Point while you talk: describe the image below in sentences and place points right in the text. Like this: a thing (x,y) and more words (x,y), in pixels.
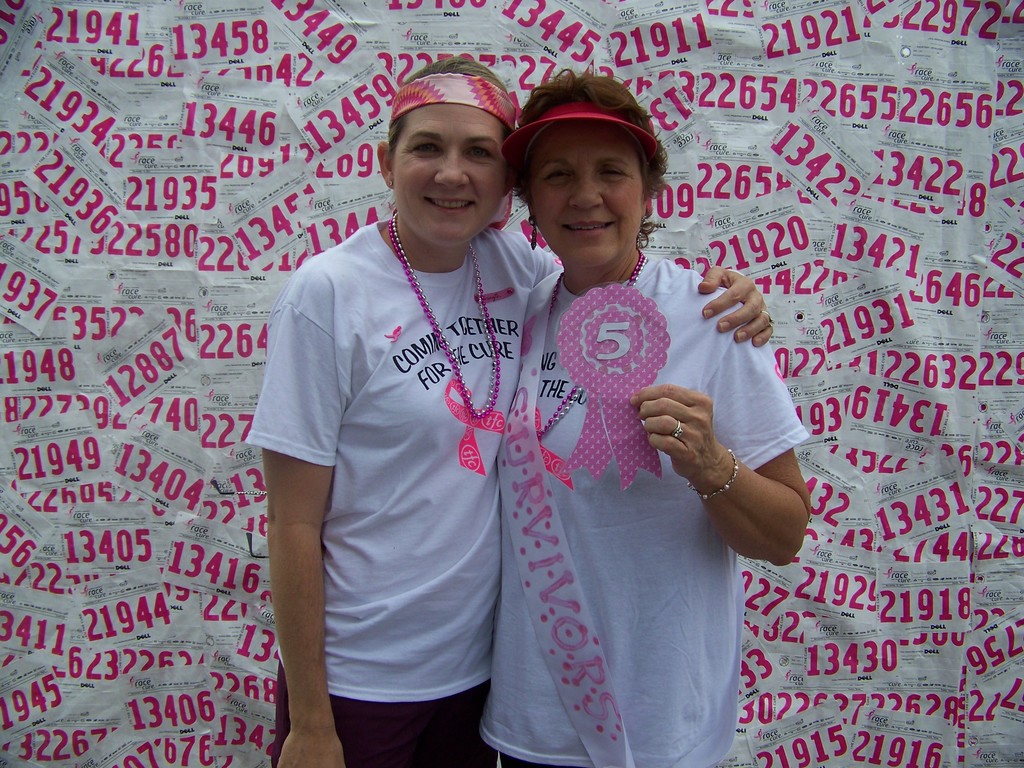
In this picture we can see two women (543,550) standing here, they wore white color t-shirts (666,596), we can see some papers (730,69) in the background (546,46), we can see a tag (587,380) here.
